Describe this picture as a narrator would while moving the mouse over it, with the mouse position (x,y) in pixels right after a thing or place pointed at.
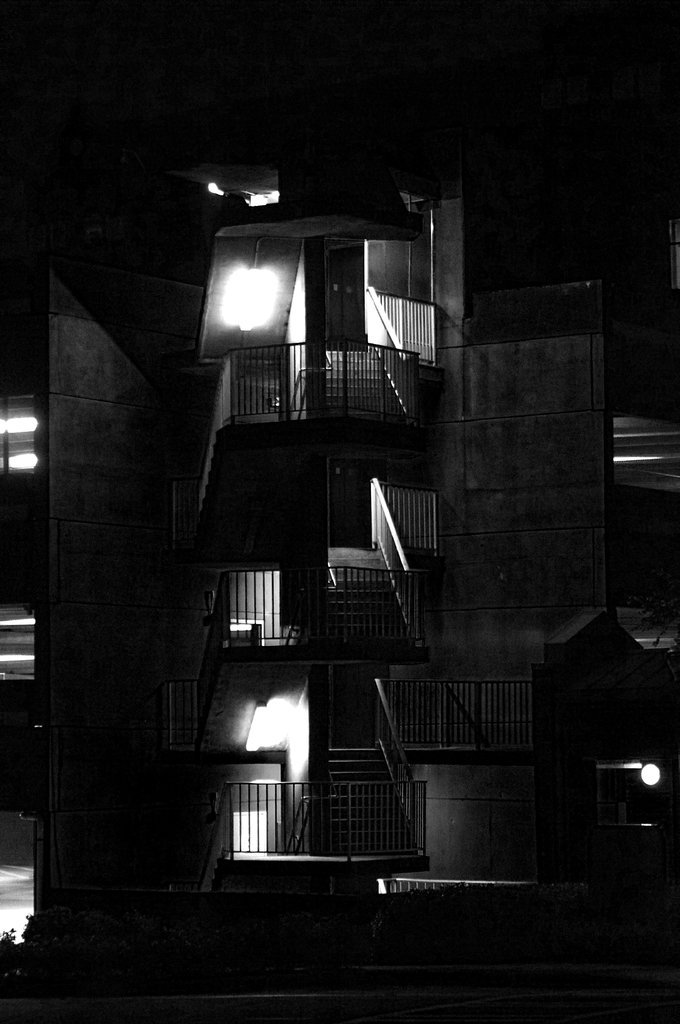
In this image we can see buildings (352,551), metal fence (348,816), lights (289,716) and plants (308,932).
